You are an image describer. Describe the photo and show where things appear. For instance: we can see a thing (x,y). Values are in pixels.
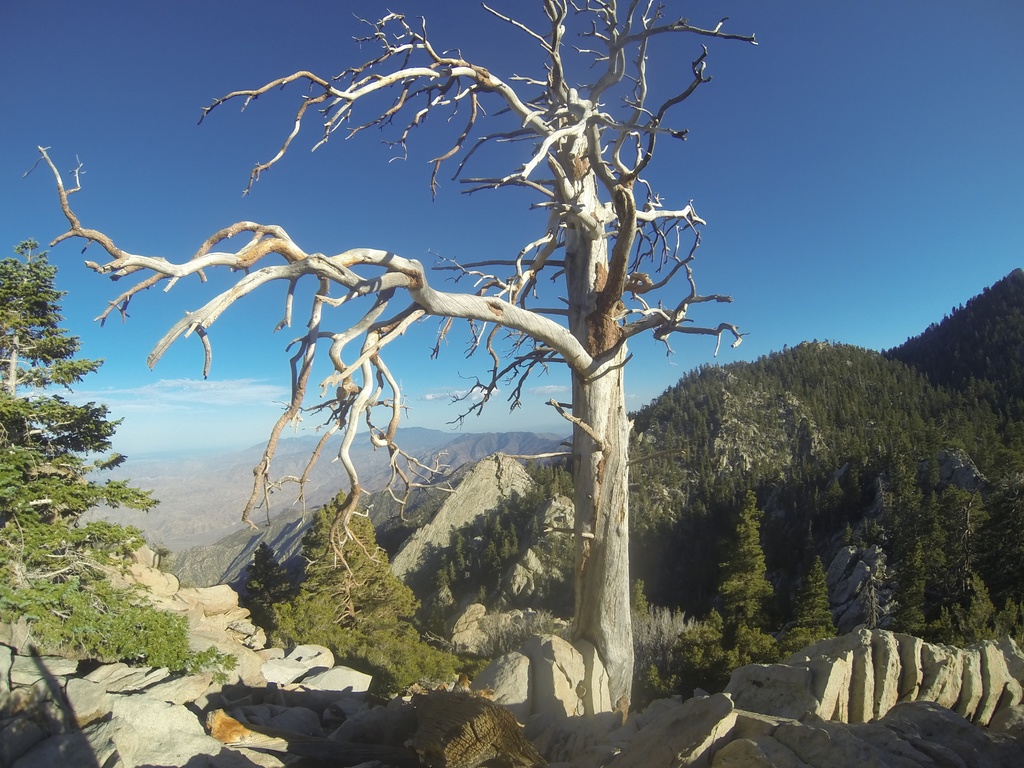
In this image there are trees (501,544) and stones (944,752) and there are mountains (331,458) and we can see clouds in the sky (419,367).
